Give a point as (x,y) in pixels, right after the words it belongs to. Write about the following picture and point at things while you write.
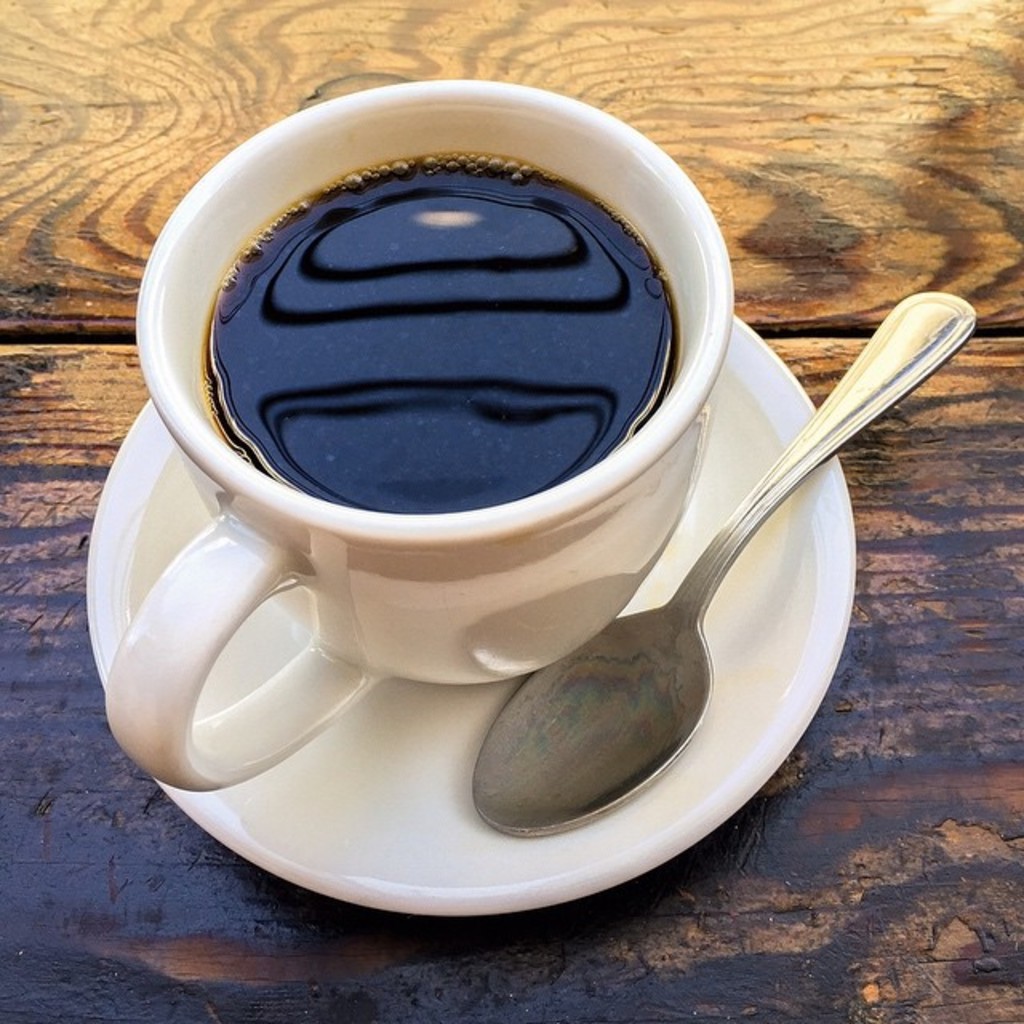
In this image we can see a cup (438,612) with drink (502,284) in it, saucer (737,714) and spoon (574,823) placed on the wooden table (1001,941).
